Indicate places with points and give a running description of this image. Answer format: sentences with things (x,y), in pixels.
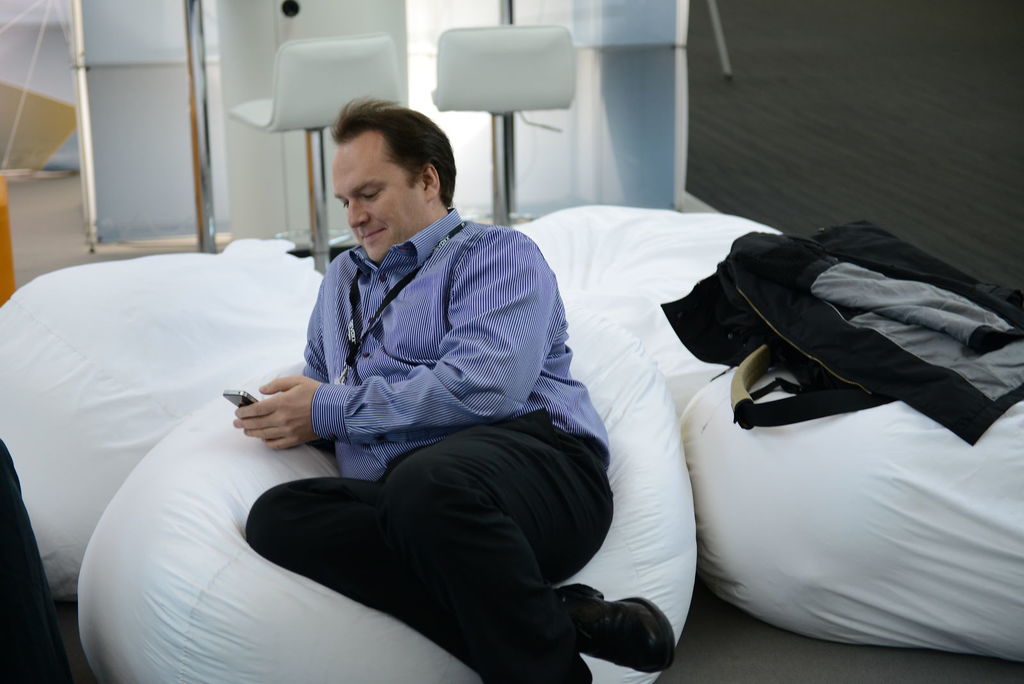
In this image we can see this person (427,408) wearing shirt (316,375) and identity card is sitting on the white color bean bag (684,453) and holding a mobile phone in his hands (285,424). Here we can see a jacket (923,394) and backpack (738,392) are kept on the white color bean bag (828,526). The background of the image (603,13) is slightly blurred, where we can see chairs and the wall (622,32).
